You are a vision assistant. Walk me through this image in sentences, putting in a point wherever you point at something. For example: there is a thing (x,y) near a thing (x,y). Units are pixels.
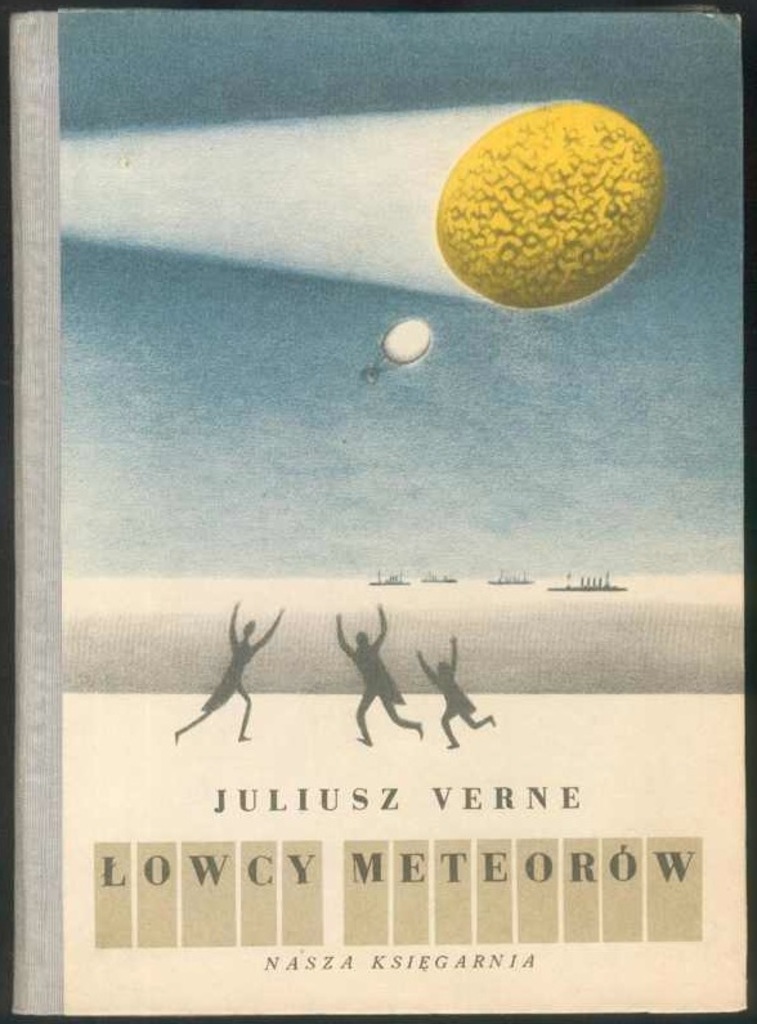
In this image we can see some pictures (385,643) and text (392,801) on a book (67,259) which is placed on the surface (9,869).
